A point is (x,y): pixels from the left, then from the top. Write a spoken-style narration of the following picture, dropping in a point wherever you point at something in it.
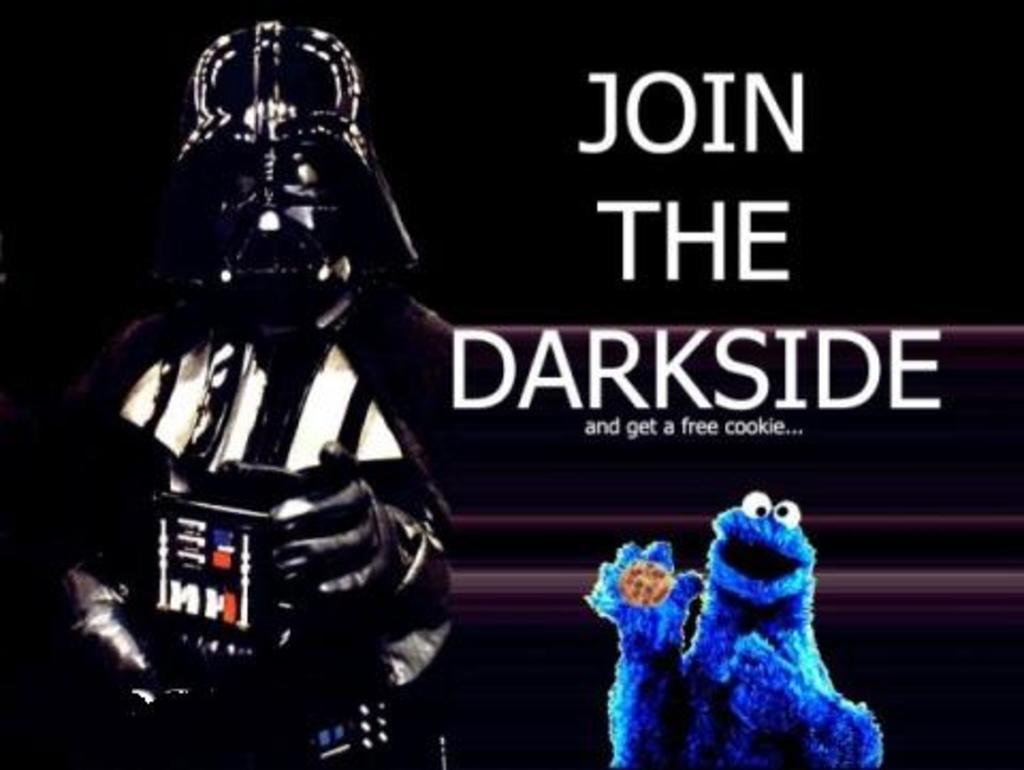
This is an edited image. In this image we can see a person (351,647) holding a device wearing a costume (186,692). We can also see some text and a doll (831,761) holding a cookie (647,601).
